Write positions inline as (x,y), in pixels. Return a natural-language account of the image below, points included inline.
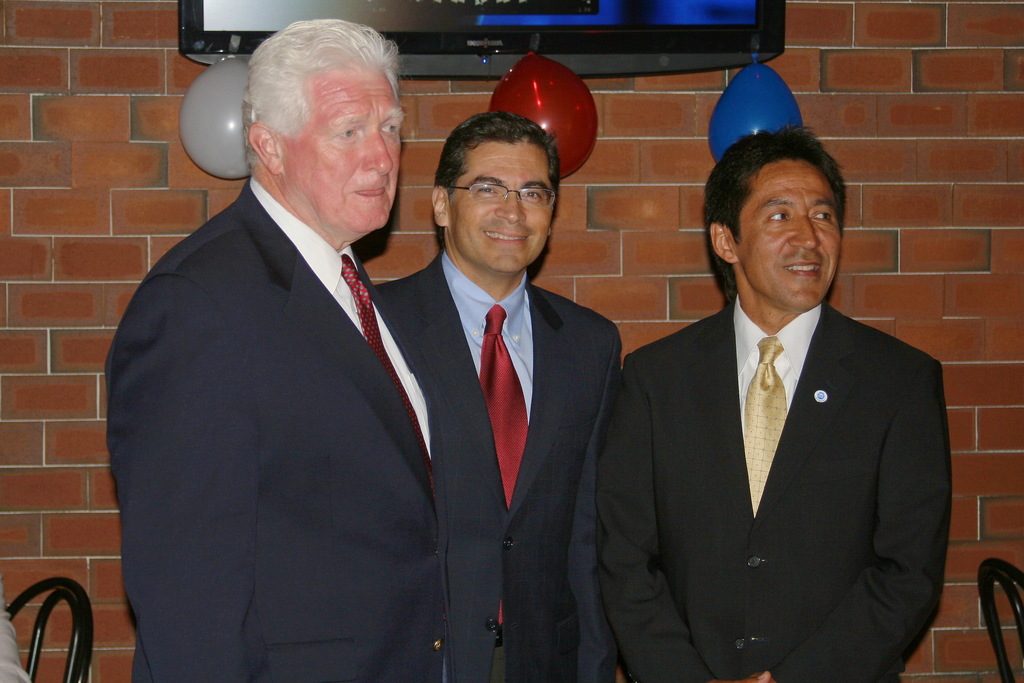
In the center of the image (413,347) we can three persons (391,448) standing. In the background (100,532) there is a wall (814,78), television (770,38) and balloons (563,99). At bottom left corner (80,631) there is a chair (35,633).
